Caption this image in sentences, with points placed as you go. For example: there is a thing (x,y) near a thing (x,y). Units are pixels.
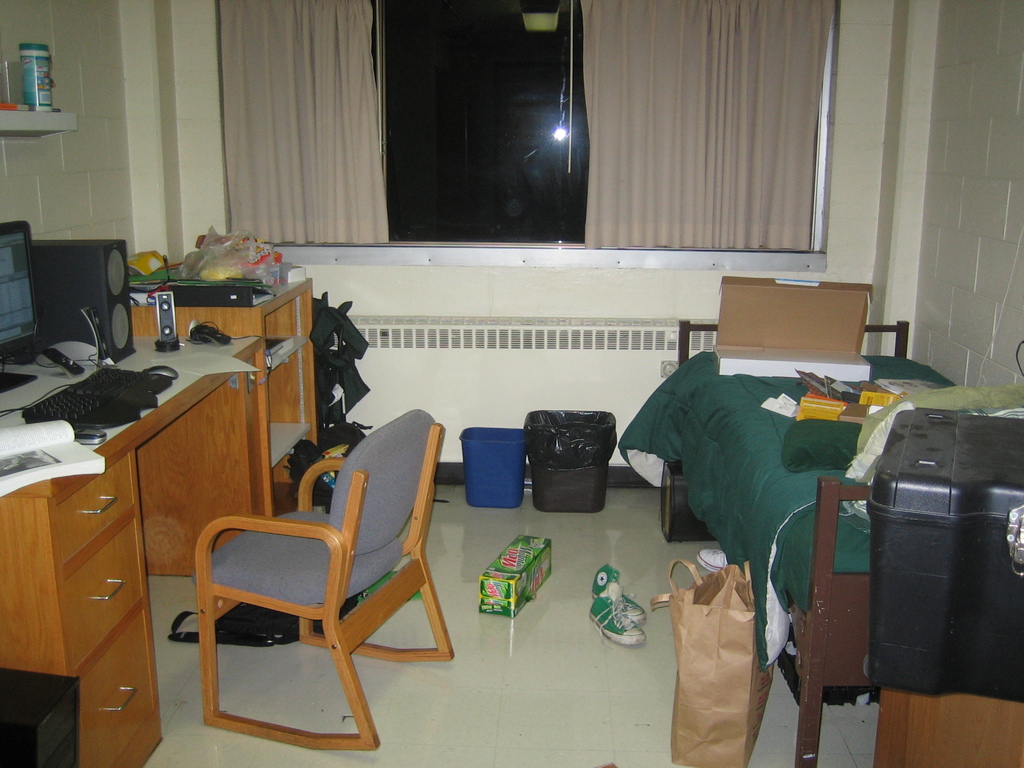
In this image I can see there is a bed (902,355) at the right side (841,377), there are few objects (235,298) at the left side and there is a table (16,419) with a monitor (21,281), keyboard (100,411), mouse (165,370) and a book (57,468). There are a pair of shoes (610,582), dustbins (579,487) and carton box (507,561) on the floor (467,562). In the background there is a window (486,167) with a curtain (285,116).
